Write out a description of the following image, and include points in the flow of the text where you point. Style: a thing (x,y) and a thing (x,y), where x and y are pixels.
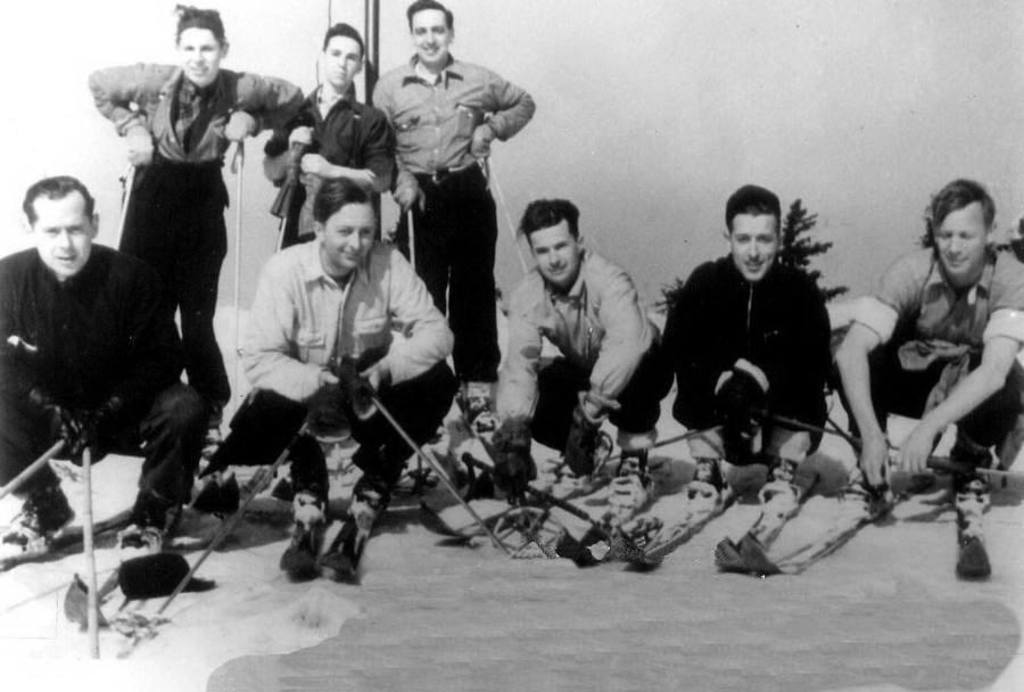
In this image we can see there are some people (320,342) on the ground (824,449) and holding a stick (850,437). At the back (795,263) there is a plant (793,248) with white background (543,118). And also there is a rod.
